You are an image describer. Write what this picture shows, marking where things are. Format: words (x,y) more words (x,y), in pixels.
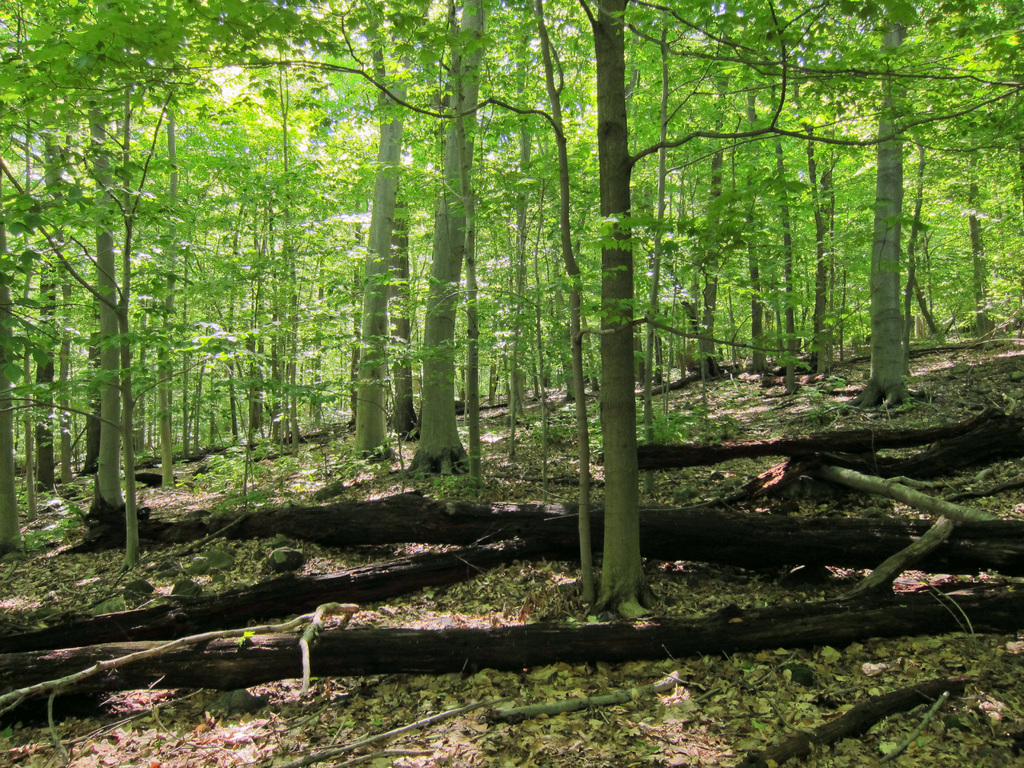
In this image there are few wooden trunks (423,579) and trees (323,305), few plants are on the land (581,718).
